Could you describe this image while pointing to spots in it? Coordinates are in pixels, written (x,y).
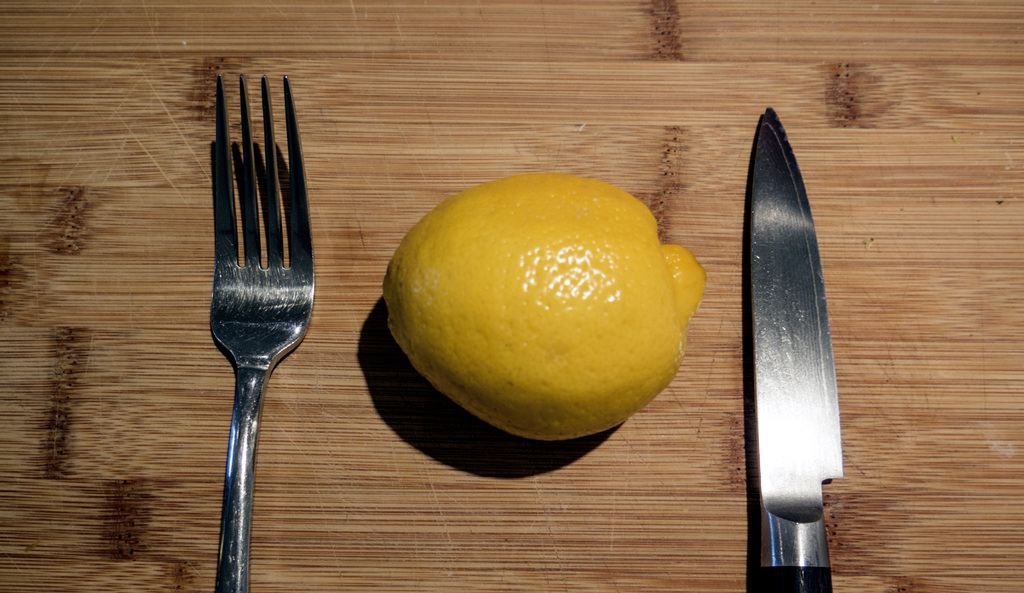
In this image we can see a fork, lemon (521,410) and a knife (777,557) which are placed on the table (435,500).
